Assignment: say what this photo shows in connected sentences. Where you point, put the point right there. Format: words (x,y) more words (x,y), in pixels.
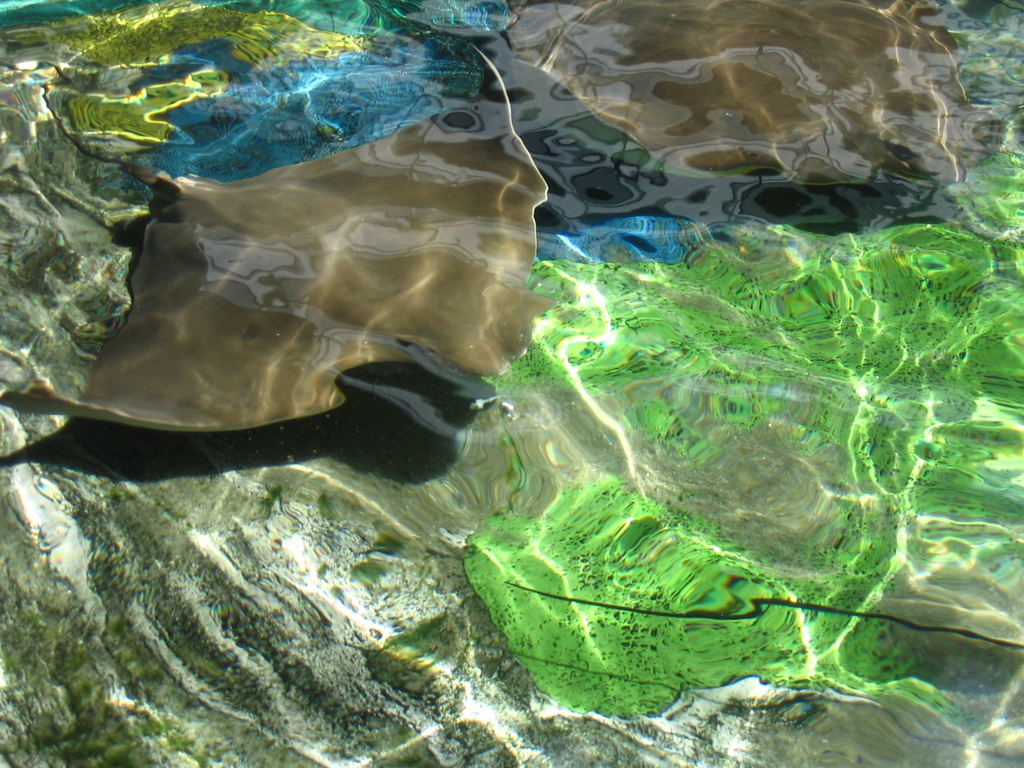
In this picture we can observe a fish (218,311) in the water (426,532). We can observe green color debris (542,517) in the water (169,608). The fish (269,288) is in brown color.
